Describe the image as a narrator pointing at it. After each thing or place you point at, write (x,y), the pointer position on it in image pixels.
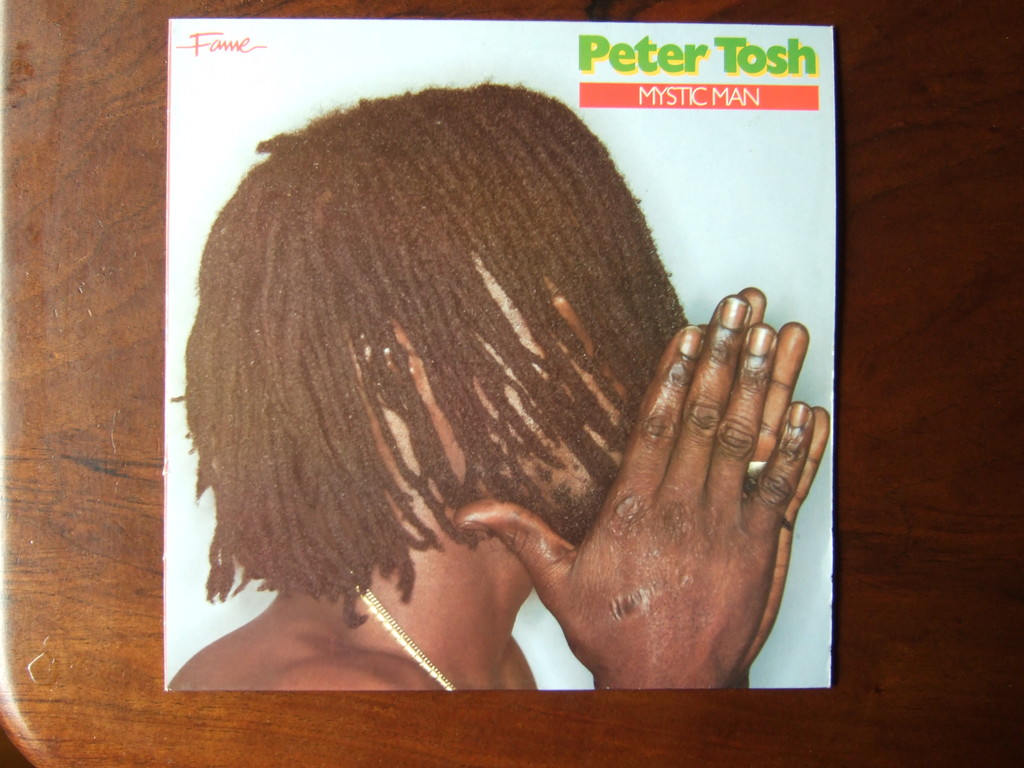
In this picture we can see a cover page (357,431) on the table (85,620).
